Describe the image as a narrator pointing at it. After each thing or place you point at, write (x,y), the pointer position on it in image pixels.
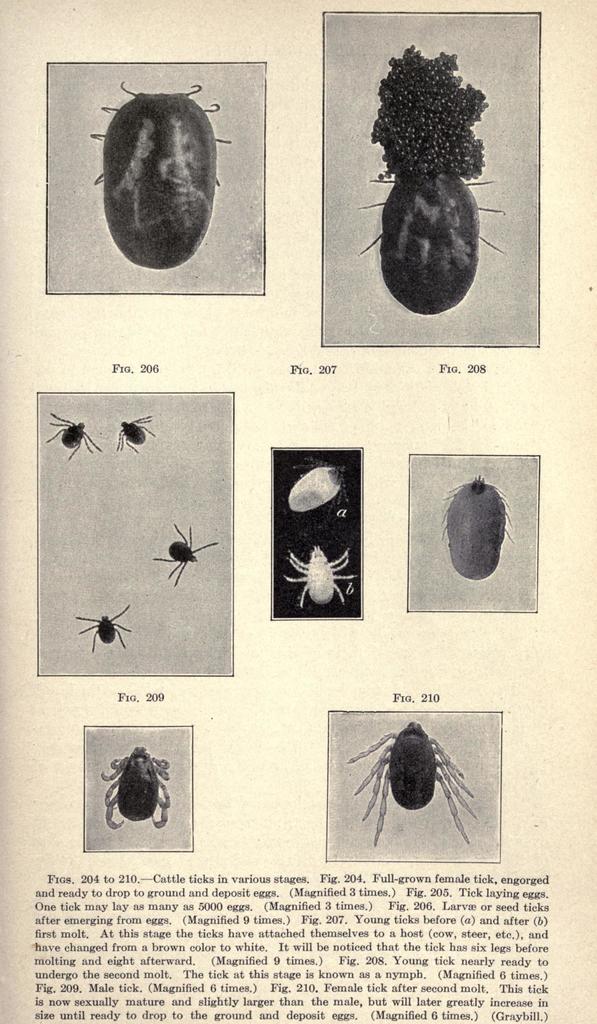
In this image I can see a different stages of insect (132,222) and something is written on it. The image is in black and white.
